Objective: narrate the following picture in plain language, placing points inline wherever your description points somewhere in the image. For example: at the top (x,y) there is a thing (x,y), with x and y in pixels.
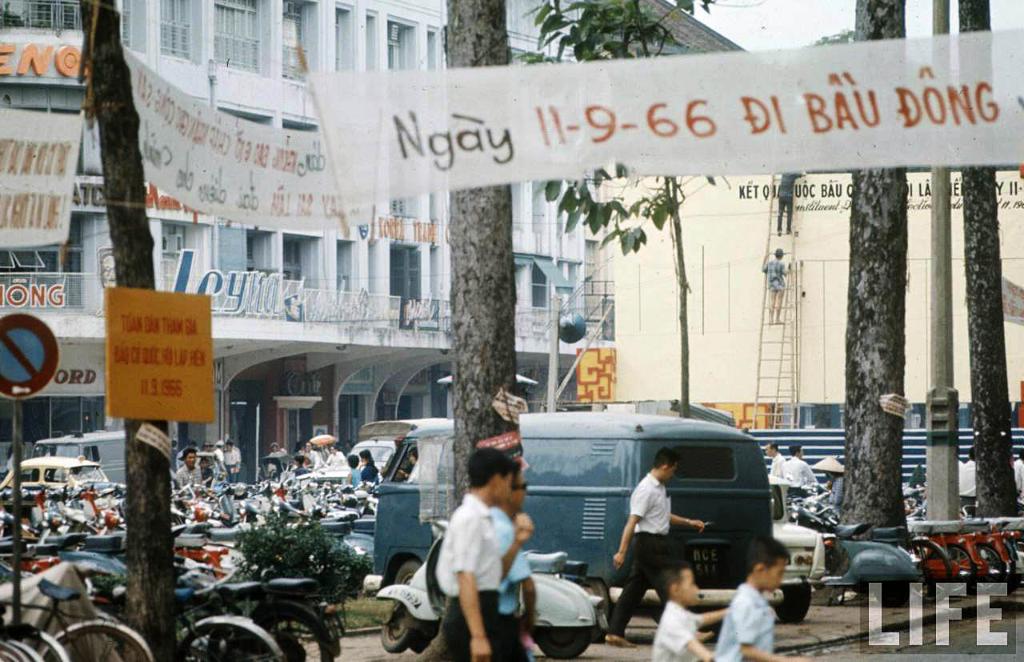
At the bottom of the image (367,522) there are people (768,567), bikes (233,552), van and cars (90,477). In the background (276,244) there are buildings (381,339) and trees (852,406). We can see banners (179,148) and boards (162,337). On the left (33,381) there is a sign board (19,384).
